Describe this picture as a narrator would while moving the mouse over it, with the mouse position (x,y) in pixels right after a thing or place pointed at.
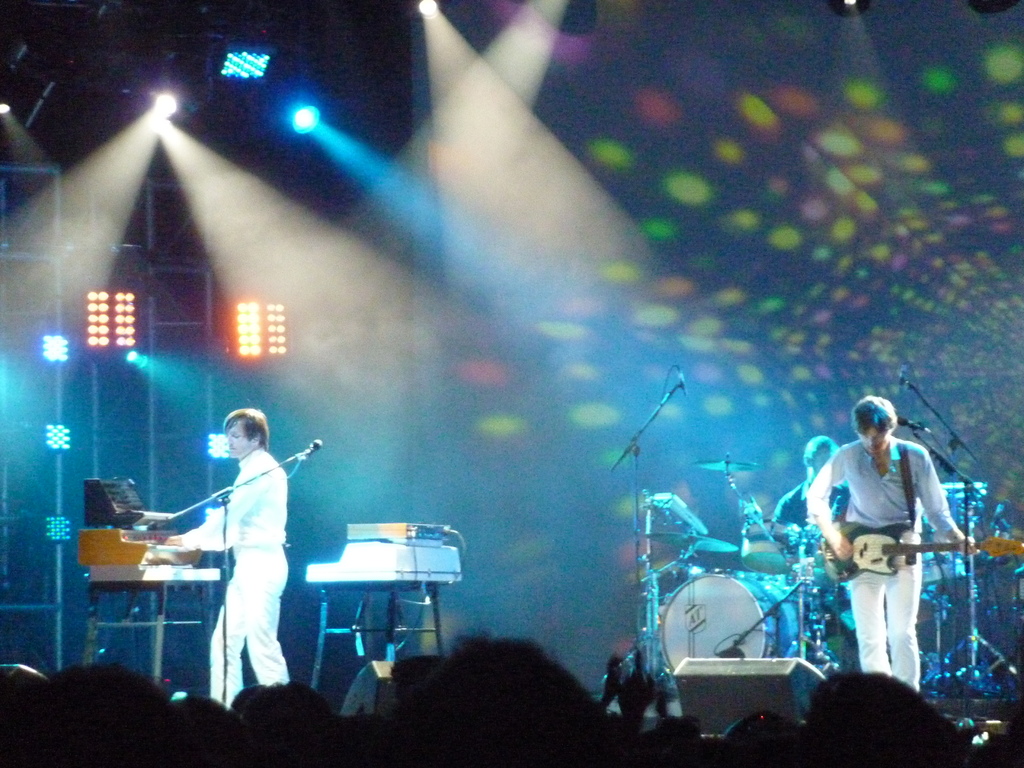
In the image few people (892,580) are playing some musical instruments (90,541). Behind them there is a screen (946,271). Top left side of the image (90,198) there are some lights (207,190). Bottom of the image (544,666) few persons (130,719) are there.
